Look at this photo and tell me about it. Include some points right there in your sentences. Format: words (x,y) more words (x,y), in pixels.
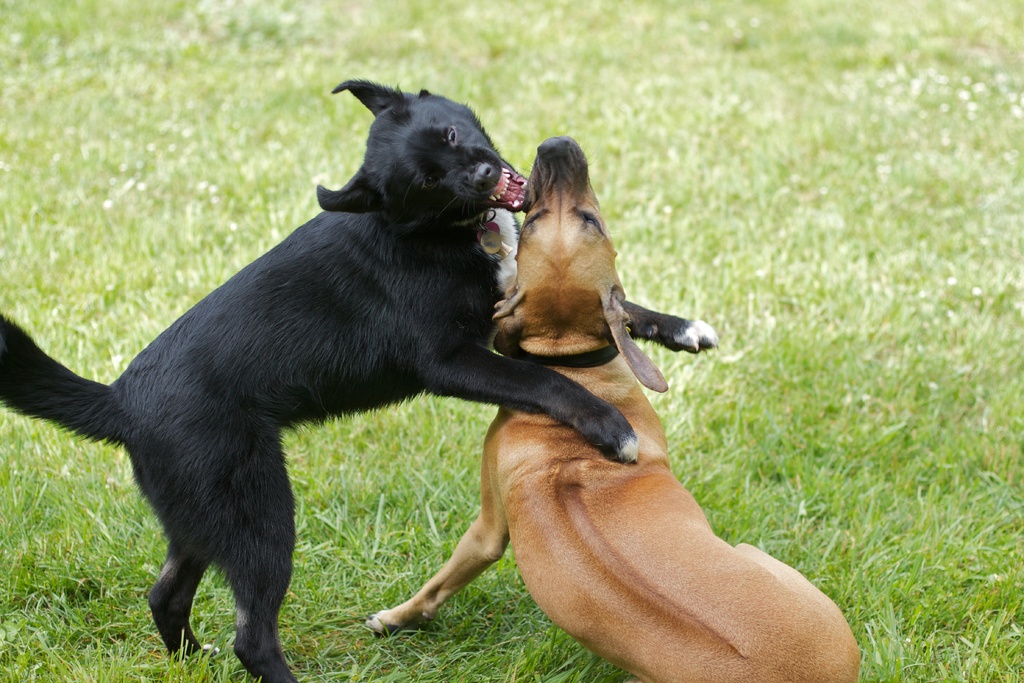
There is a black color dog (336,315) which has placed first two legs (523,380) of it on an another dog (660,529) which is in brown color in front of it and the ground (799,364) is greenery (836,367).
